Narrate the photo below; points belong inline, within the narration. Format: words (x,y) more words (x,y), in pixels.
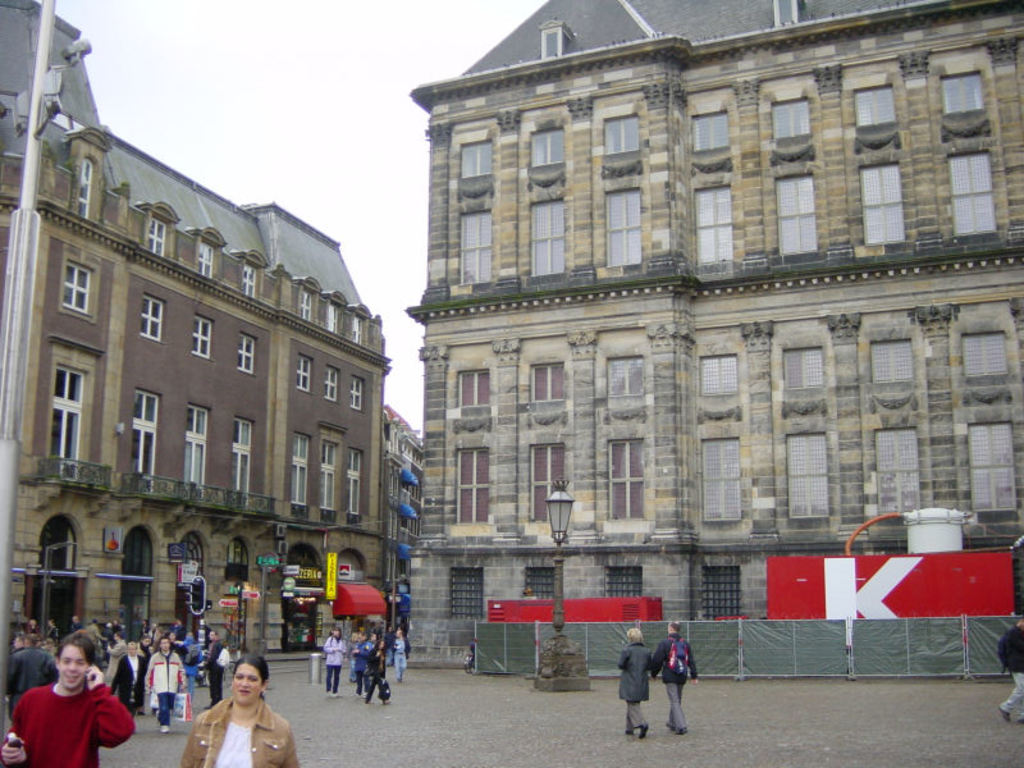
The image is taken on the streets (229,687) of a city (203,690). In the foreground of the picture (78,674) there are people (126,678) walking down the road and there are signal lights (193,596), poles (240,600) and other objects (862,663). In the center of the picture (484,426) there are buildings (431,383). Sky (281,43) is cloudy.
